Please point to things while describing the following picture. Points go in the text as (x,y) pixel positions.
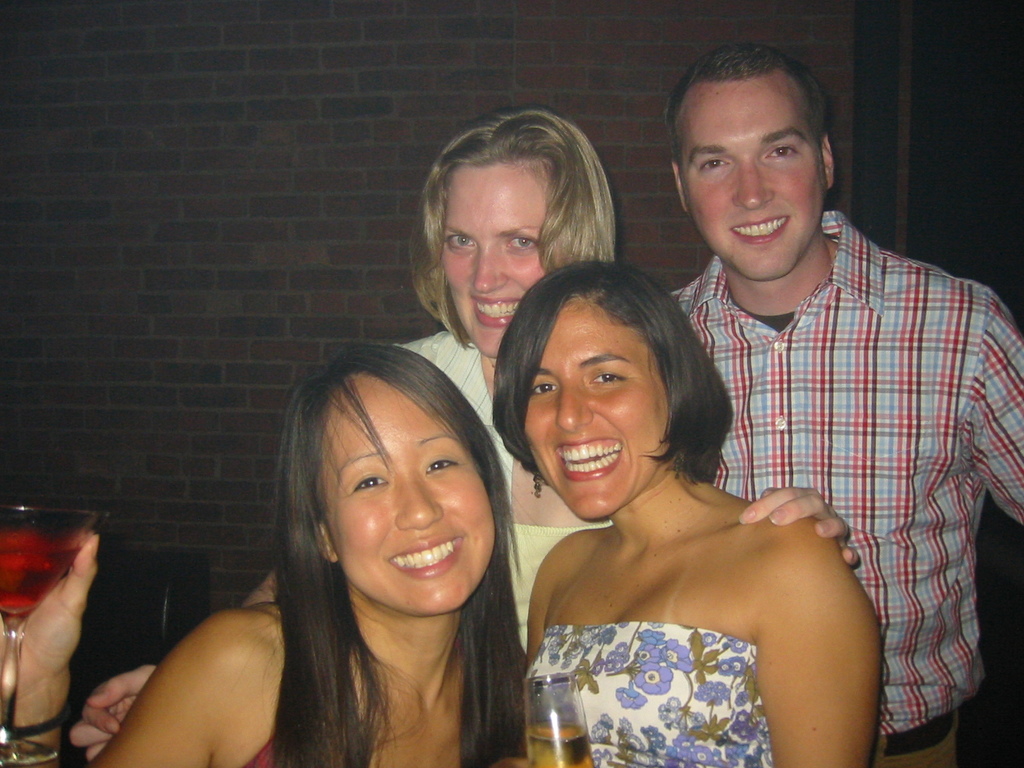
There are three women (876,695) and one man (902,679) standing together and giving smile. In which two women (281,644) are holding glasses (22,635) with alcohol (537,748).
